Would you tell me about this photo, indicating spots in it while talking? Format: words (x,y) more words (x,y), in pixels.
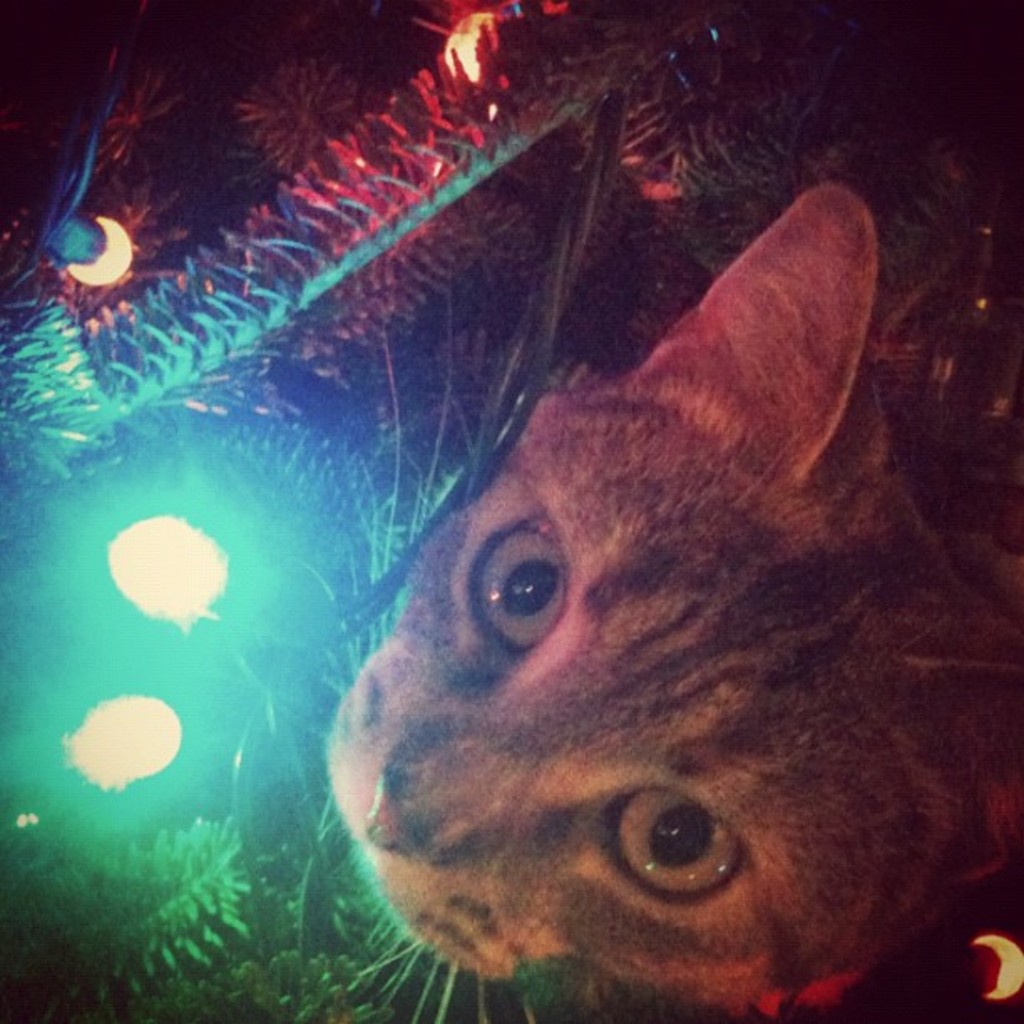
In the picture we can see a face (494,722) of a cat (372,719) and beside it we can see some plants (328,610) and lights (161,562).
